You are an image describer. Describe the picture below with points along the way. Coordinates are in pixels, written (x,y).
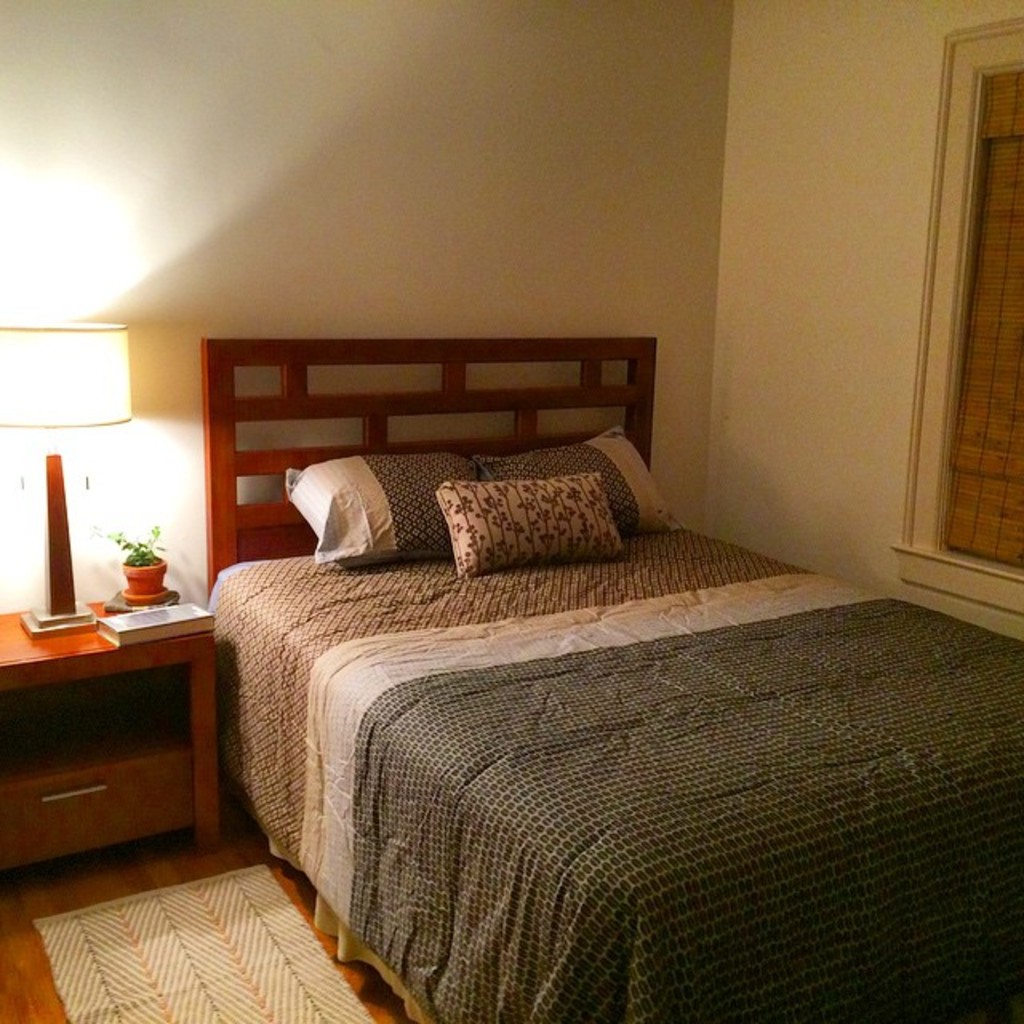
There are three pillows (440,520) on a wooden bed (369,566) as we can see in the middle of this image (484,591). There is a lamp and a book (178,610) kept on a table (119,680) on the left side of this image (133,628). There is a wall (43,560) in the background (553,267), and there is a window (968,364) on the right side of this image (966,316). There is a carpet (232,921) on the floor (214,867) at the bottom left corner of this image (211,936).
